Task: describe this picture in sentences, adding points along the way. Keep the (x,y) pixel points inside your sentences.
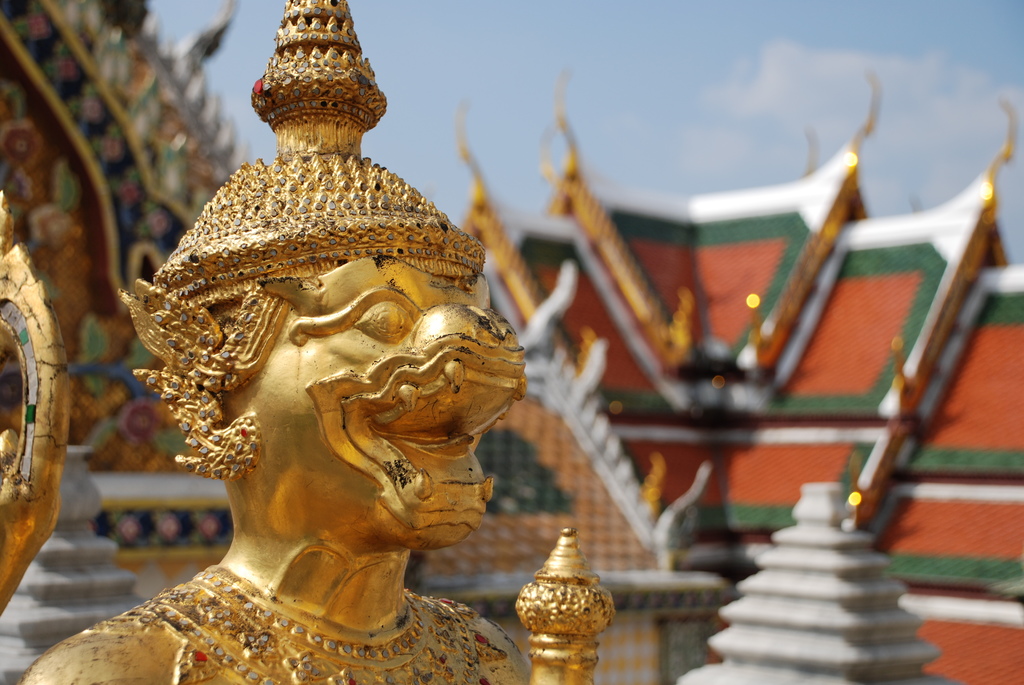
We can see gold statue (478,503). In the background (444,562) we can see roof top (658,383) and sky (709,54).
